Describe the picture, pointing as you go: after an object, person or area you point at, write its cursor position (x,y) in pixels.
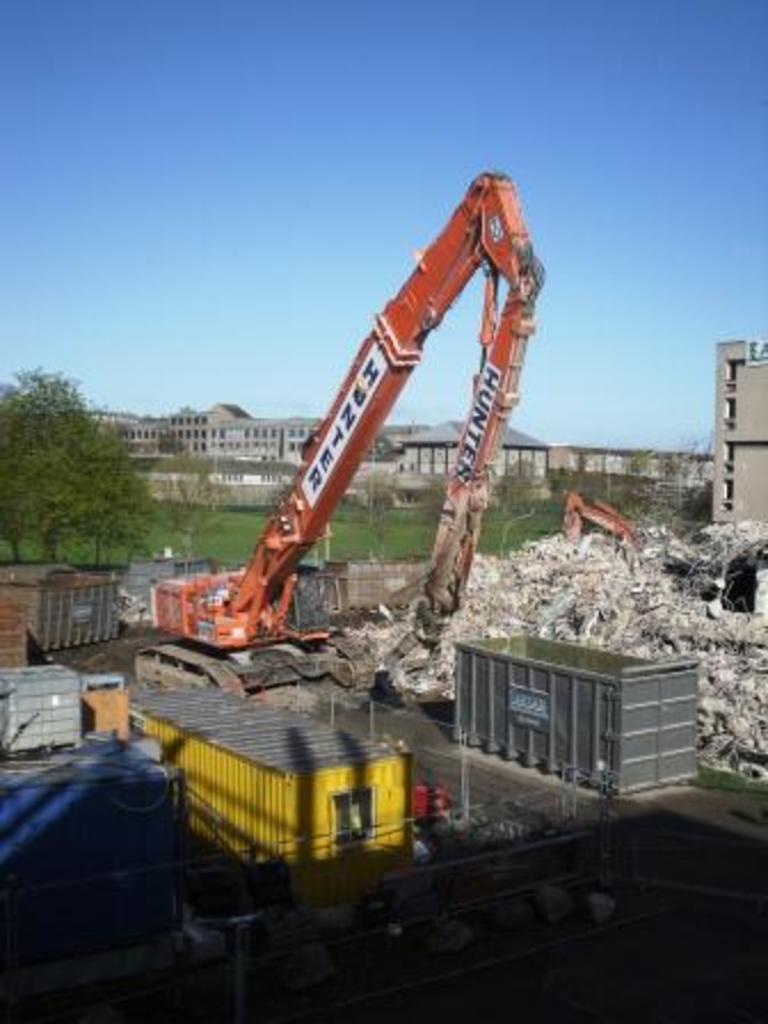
In the picture we can see a demolition excavator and near to it we can see some boxes (689,708) and beside it we can see scrap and in the background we can see a part of tree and grass surface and behind it we can see a building (134,438) and behind it we can see the sky (751,215).
